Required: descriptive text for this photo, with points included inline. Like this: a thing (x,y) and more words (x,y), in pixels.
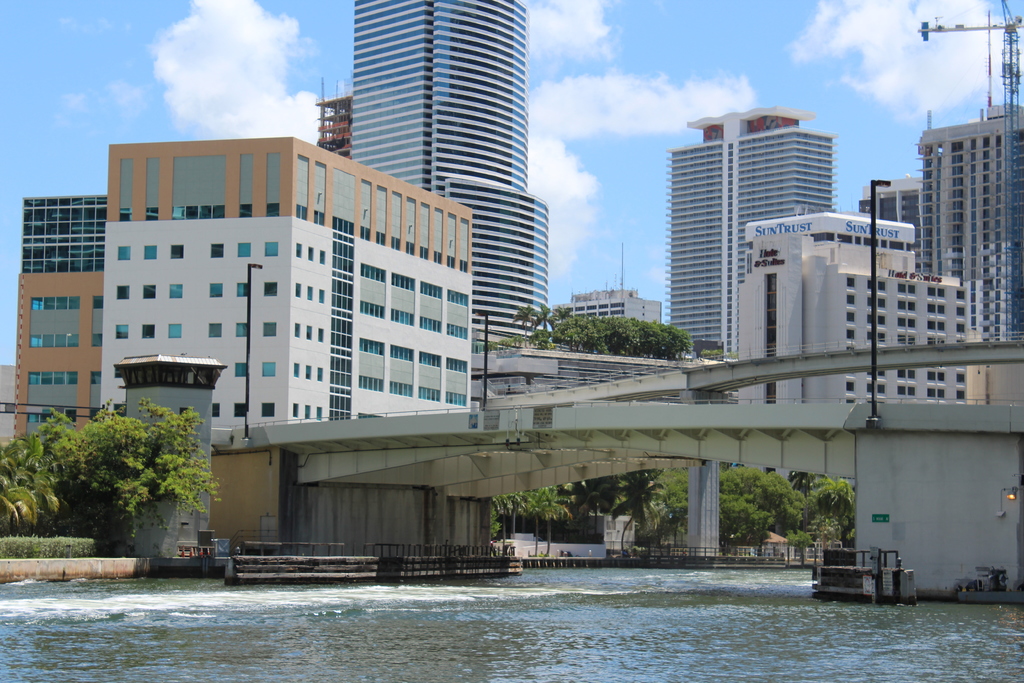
In this image, I can see the buildings (377,407), trees (121,446), street lights (249,283), bridge (523,402) and a tower (187,382). At the bottom of the image (483,587), there is water (719,595). On the right side of the image (1010,34), I can see a tower crane (1013,129). In the background (594,124), there is the sky (150,91).
